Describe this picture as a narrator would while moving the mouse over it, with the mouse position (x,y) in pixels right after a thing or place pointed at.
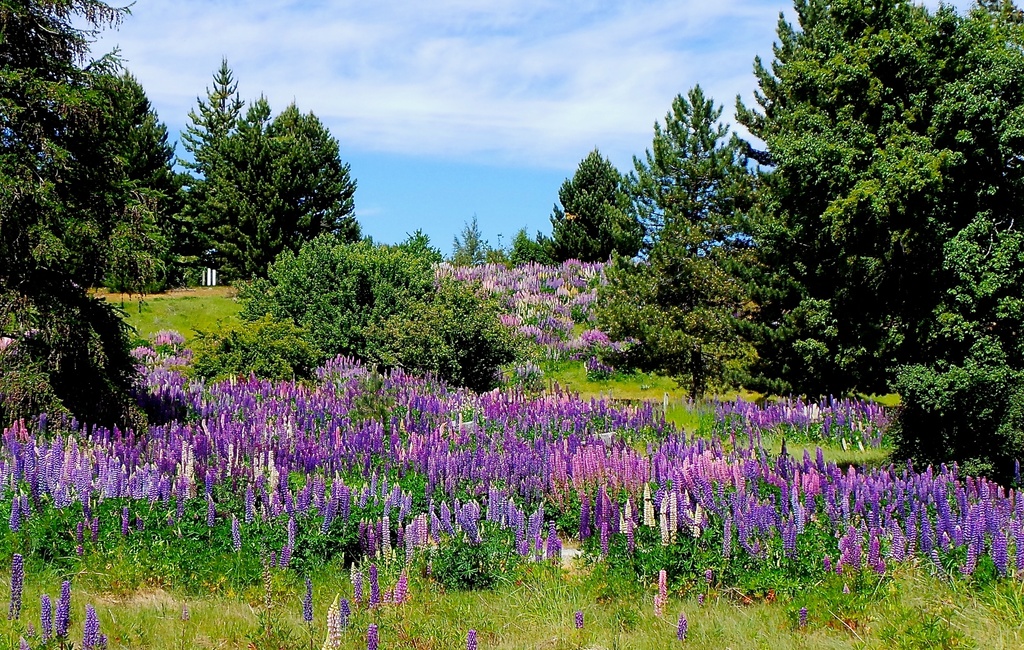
In the foreground of this image (519,554), there are flowers (463,454) to the plants (700,552) and trees (309,270). At the top (456,167), there is the sky (502,81) and the cloud (494,51).
